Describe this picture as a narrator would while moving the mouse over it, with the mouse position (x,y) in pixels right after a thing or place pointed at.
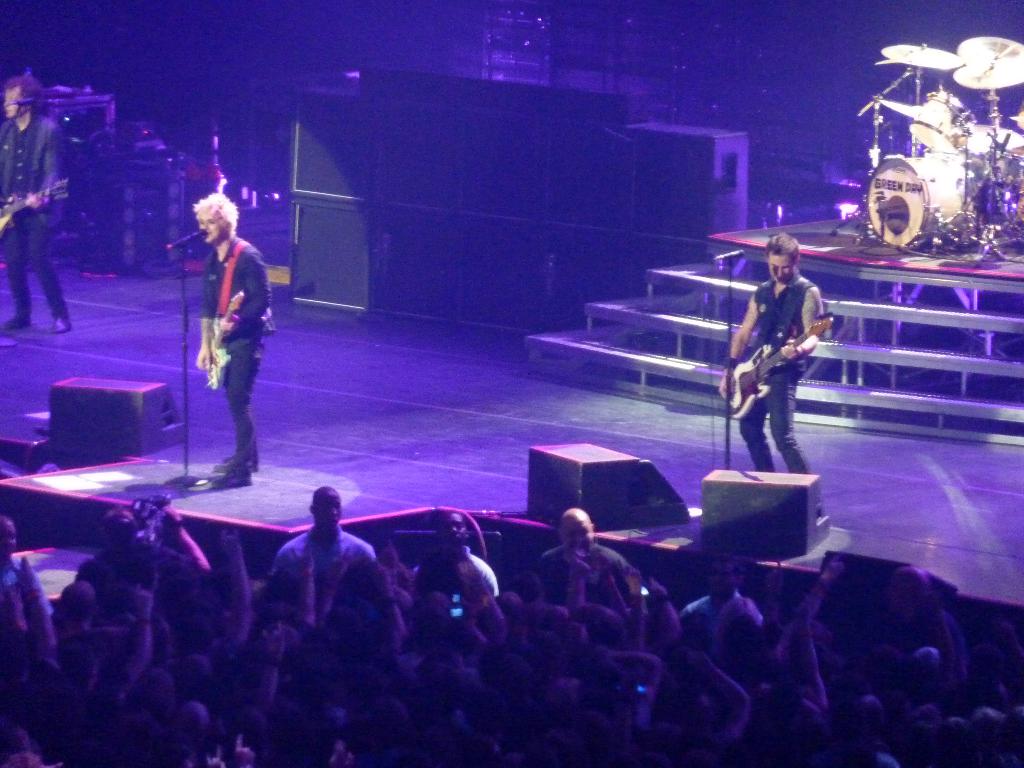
In this image there are three people (30,218) who are playing the guitar (211,368) on the stage (422,445). At the background (926,63) there is a drums (961,142) and musical plates (978,86). In front of them there is a crowd (384,665).
